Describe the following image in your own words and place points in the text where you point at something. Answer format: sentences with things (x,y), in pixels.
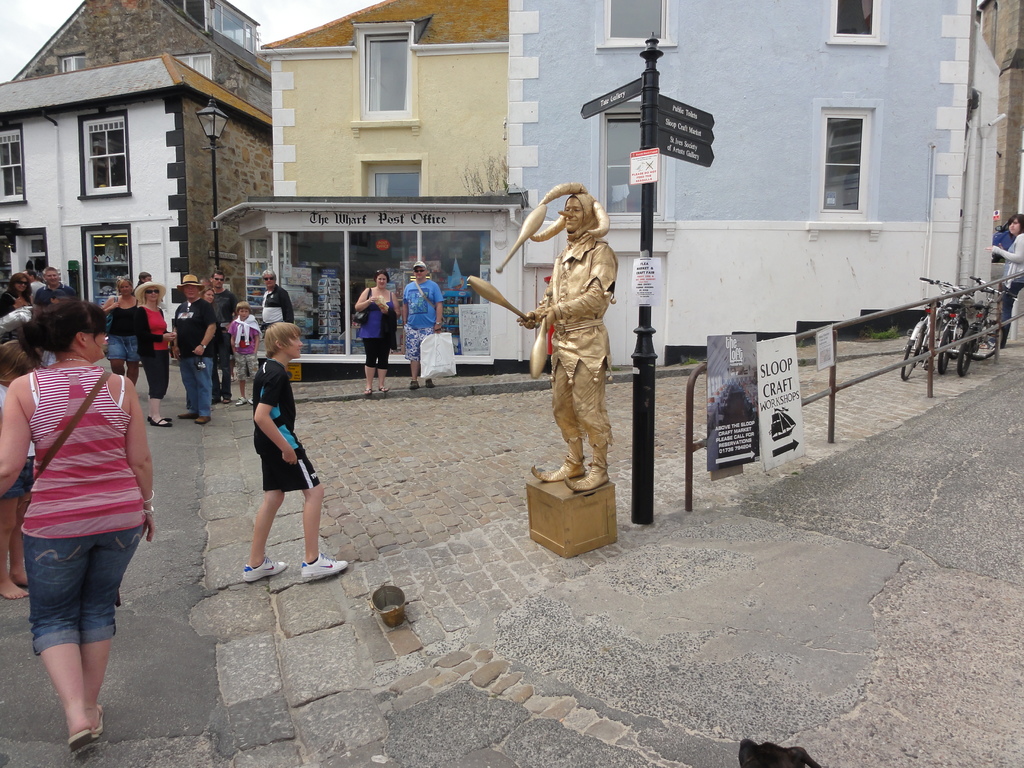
In the foreground of this picture (587,374), there is a man (589,416) standing on a box (574,529) and performing act and people (196,385) are watching it. In the background (296,377), there are bicycles (918,339), railing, sign boards (671,134), buildings (395,105), and a street light pole (209,124).
